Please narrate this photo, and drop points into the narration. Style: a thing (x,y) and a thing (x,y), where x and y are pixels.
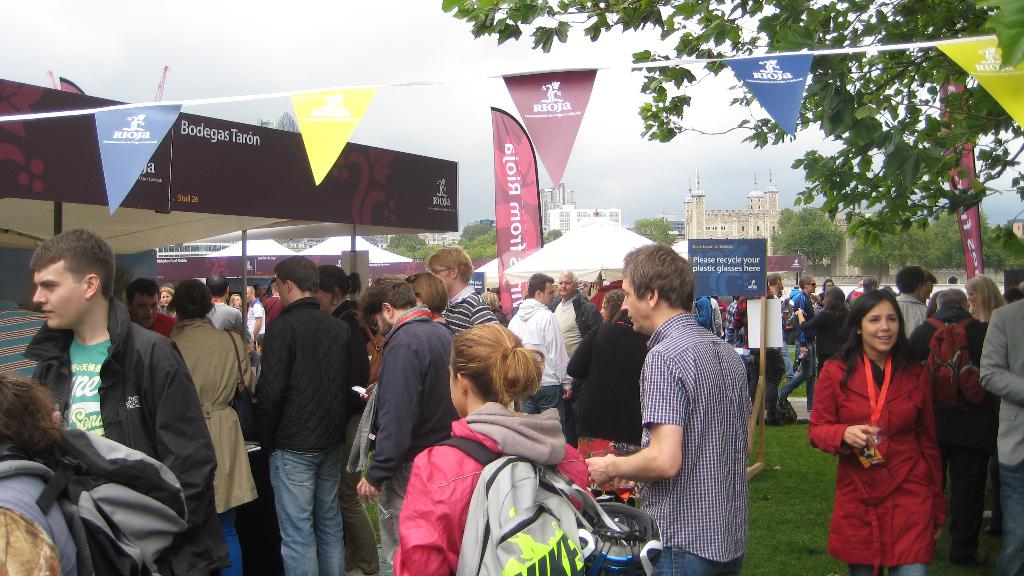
In this image I can see a crowd of people (692,443) standing on the ground (769,512). On the left side (175,183) there is a shed (198,181). In the background (697,237) there are many buildings (708,212) and trees (845,194). At the top of the image (175,37) I can see the sky (238,32). Here I can see few flags (533,106) are attached to a rope (33,116).
